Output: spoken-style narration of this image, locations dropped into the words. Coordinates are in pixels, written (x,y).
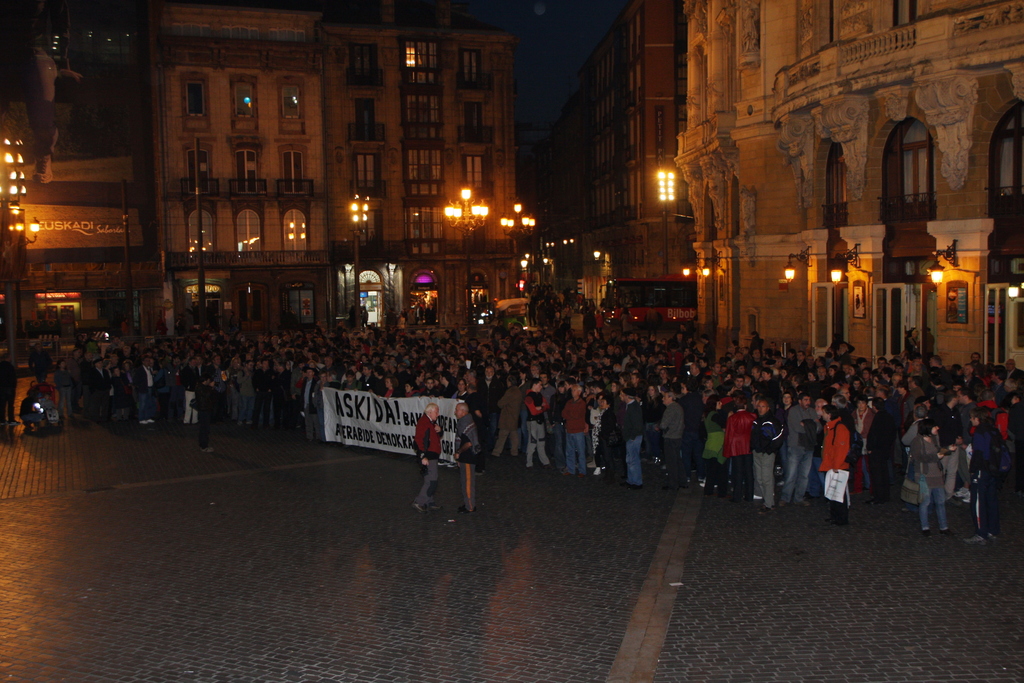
In this image I can see group of people (552,412) standing. In the middle of the picture (377,432) there is some text (352,430). In the background (273,154) there are few buildings (376,224).
